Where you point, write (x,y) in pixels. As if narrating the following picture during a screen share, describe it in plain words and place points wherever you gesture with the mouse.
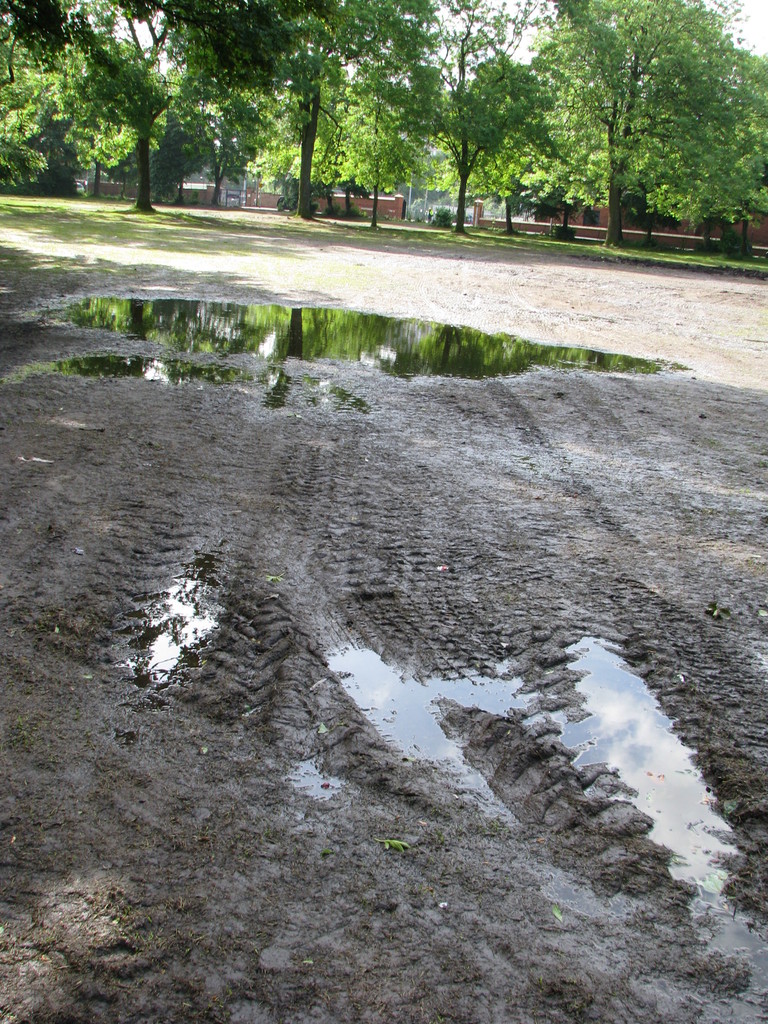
In this image in the background (305,123) there are some trees (452,156) and houses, at the bottom (416,780) there is a road (222,417) and some water (252,329).
